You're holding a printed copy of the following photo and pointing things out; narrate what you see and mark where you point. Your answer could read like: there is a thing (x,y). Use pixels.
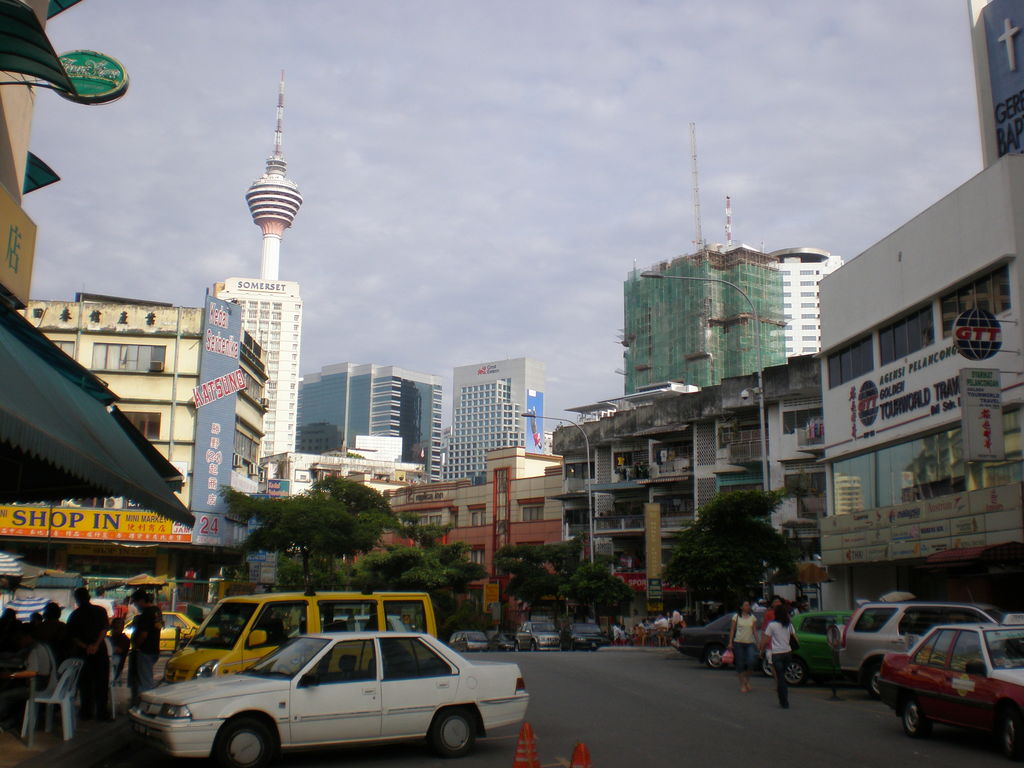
In the foreground of this image (379,620), there are vehicles (828,652), few persons (741,650) on the road (683,722). On the left (17,419), it seems like a shelter (39,427) under which, there are persons (41,690), chair (67,727) and a table (29,694). In the background (500,567), there are trees (500,567), buildings (340,450), skyscraper (342,406), sky (510,192) and the cloud (400,201).
